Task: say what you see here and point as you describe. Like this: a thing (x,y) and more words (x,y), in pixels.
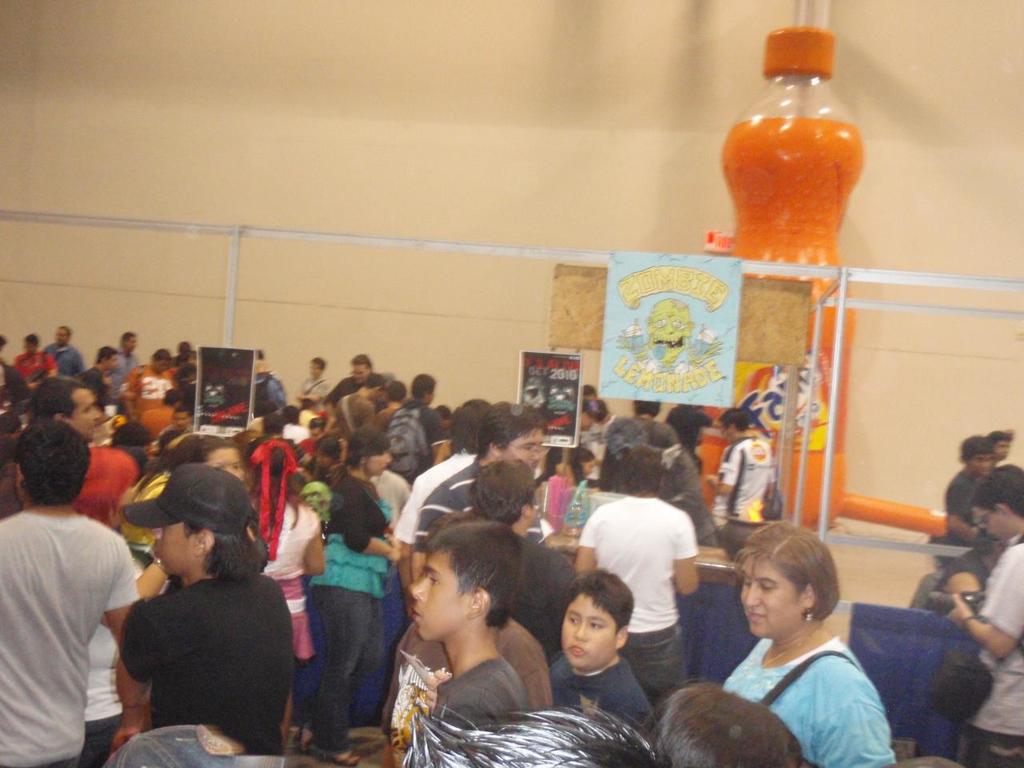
This picture is clicked inside. In the foreground (242,451) we can see the group of persons (645,597) seems to be standing. In the background (221,427) there is a wall (390,99) and we can see the metal rods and a posters (722,286) on which we can see the text (634,370) and some pictures (636,354) and there is a sculpture of a bottle of drink (809,162).
